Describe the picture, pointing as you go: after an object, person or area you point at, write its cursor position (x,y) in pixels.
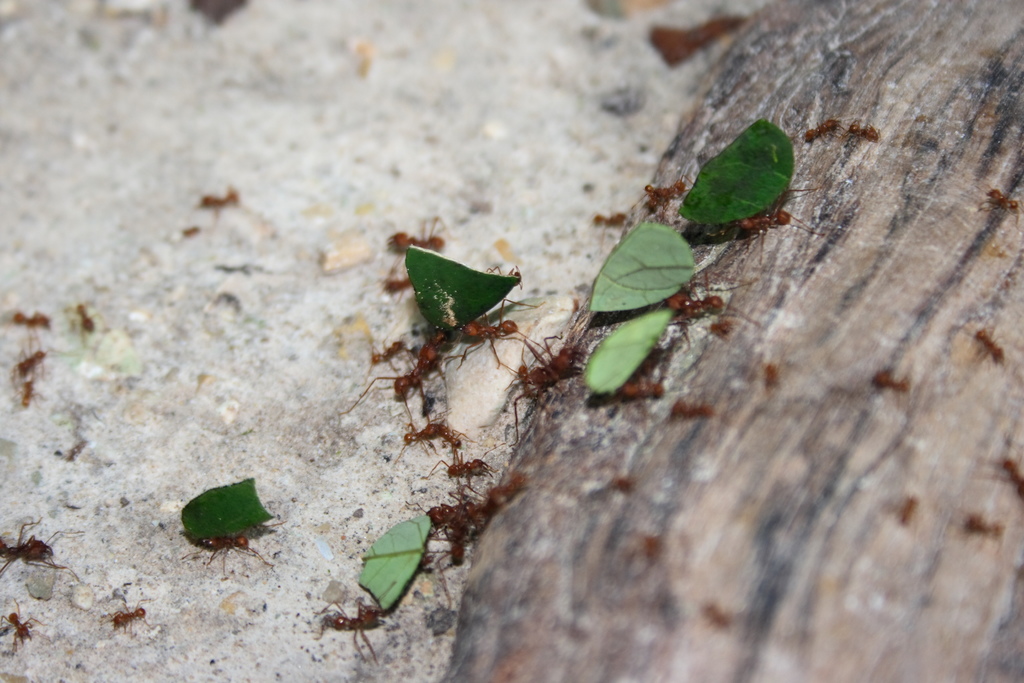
In this image we can see some red ants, leaves (596,359) on the surface (511,248).
